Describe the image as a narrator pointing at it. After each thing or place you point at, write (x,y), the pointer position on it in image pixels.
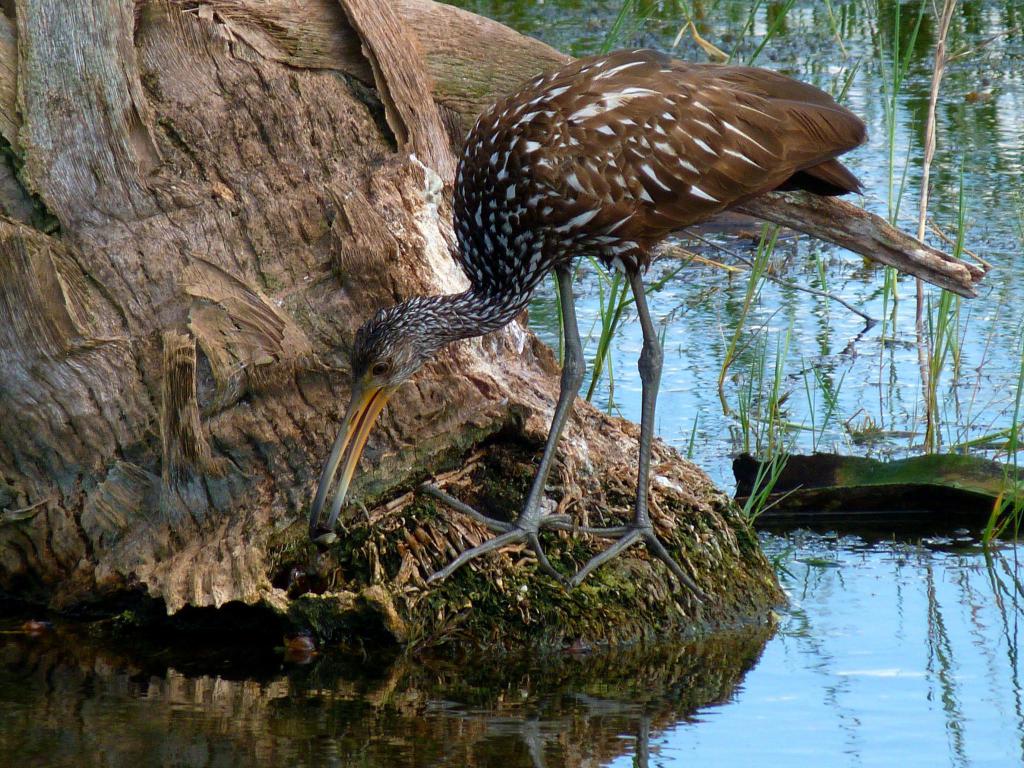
In the middle of the picture (376,389), we see a bird (697,186) which looks like a crane (602,254) and it is named as Limpkin (446,502). Beside that, we see the stem (201,214) of the tree (389,625). At the bottom of the picture (700,710), we see water (570,693) and we even see the grass (934,395). This picture might be clicked in a zoo.
